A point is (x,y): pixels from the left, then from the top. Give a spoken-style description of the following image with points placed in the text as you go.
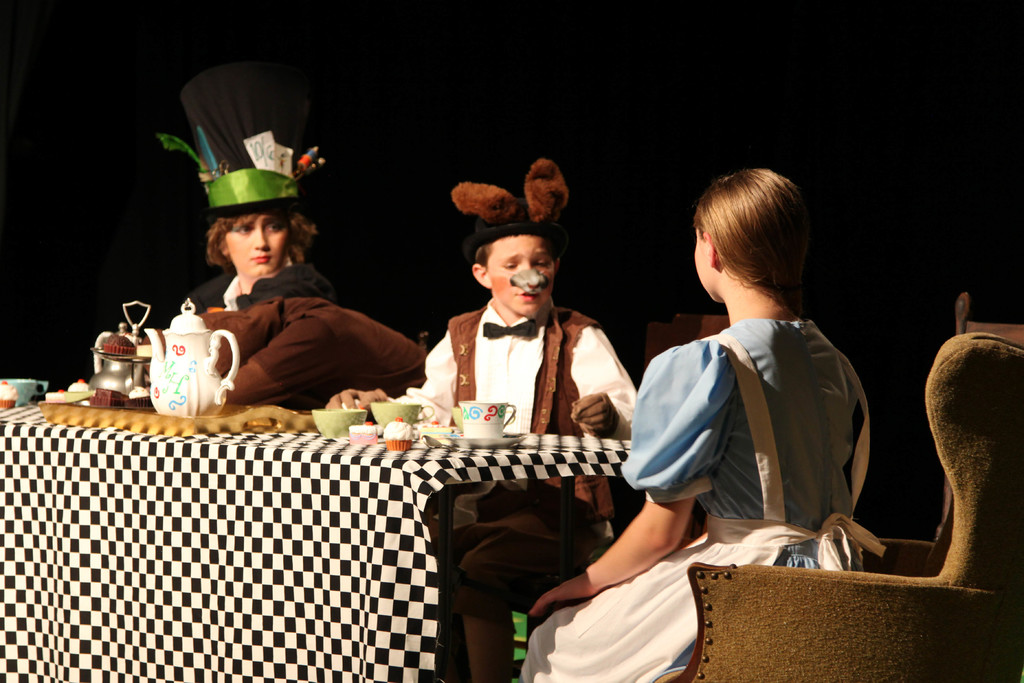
In this image we can see four people (777,485), they are sitting on the chairs (864,575), there is a table (257,483) in front of them, on that there is a tea pot (151,381), cups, cakes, and some other objects (290,428), also we can see the background (615,123) is dark.
